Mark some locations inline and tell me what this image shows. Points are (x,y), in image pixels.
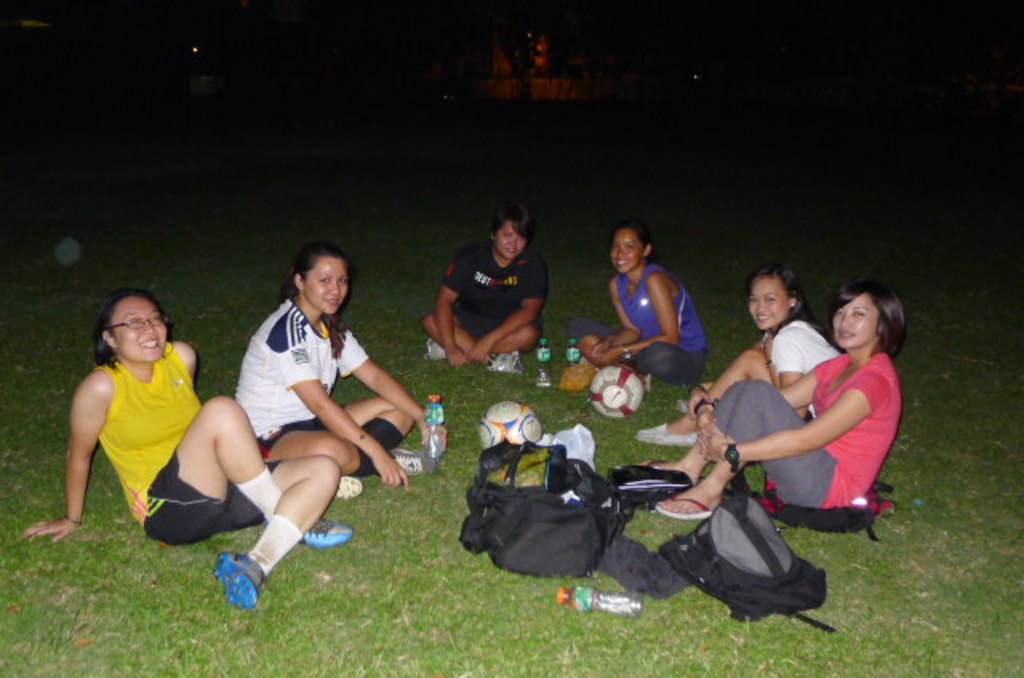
In this image we can see few ladies (352,339) sitting on the ground (458,541). On the ground (458,541) there is grass (320,593). Also there are bottles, balls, bags (563,532) and few other items (529,460). In the background (368,81) it is dark.
